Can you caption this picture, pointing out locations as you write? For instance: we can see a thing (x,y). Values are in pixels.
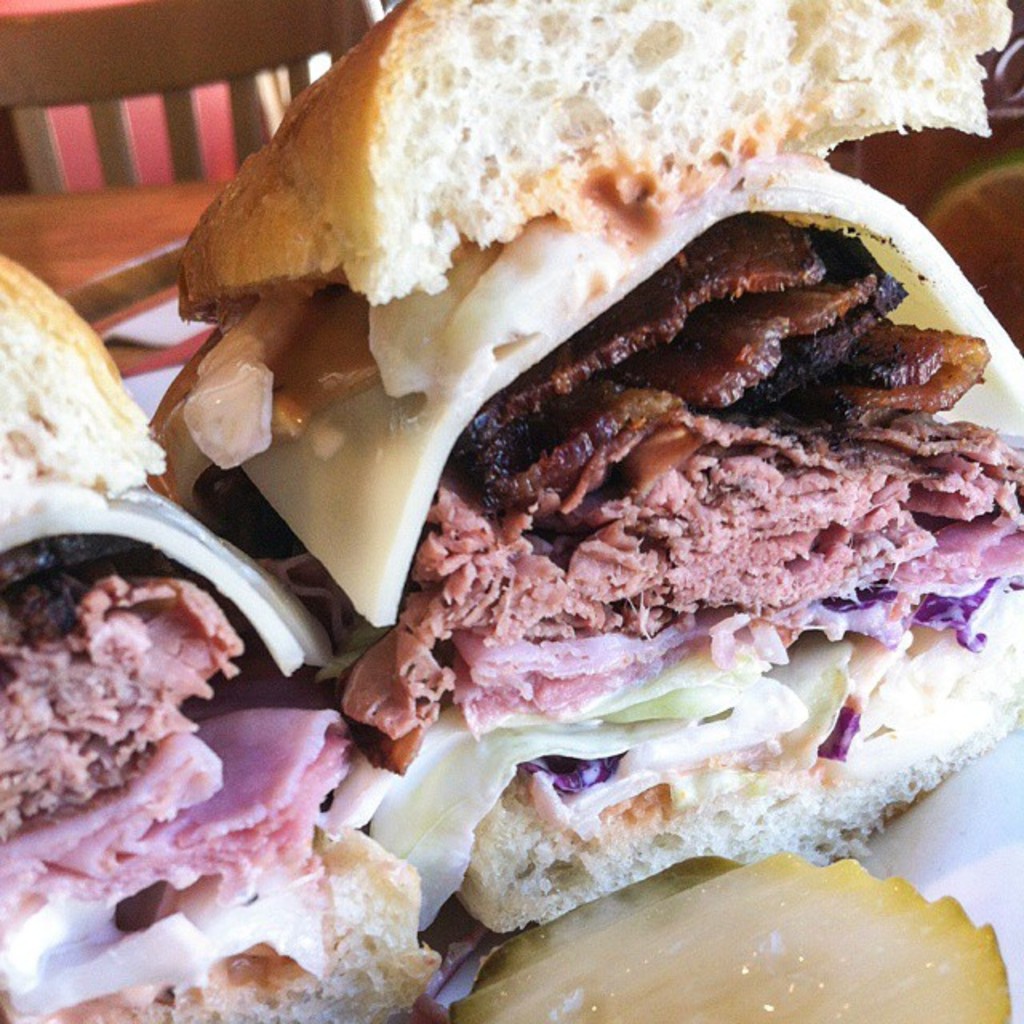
In the picture we can see burger slices (119,666) with some bread (57,438), cheese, meat (976,465) and some vegetables (520,948).
